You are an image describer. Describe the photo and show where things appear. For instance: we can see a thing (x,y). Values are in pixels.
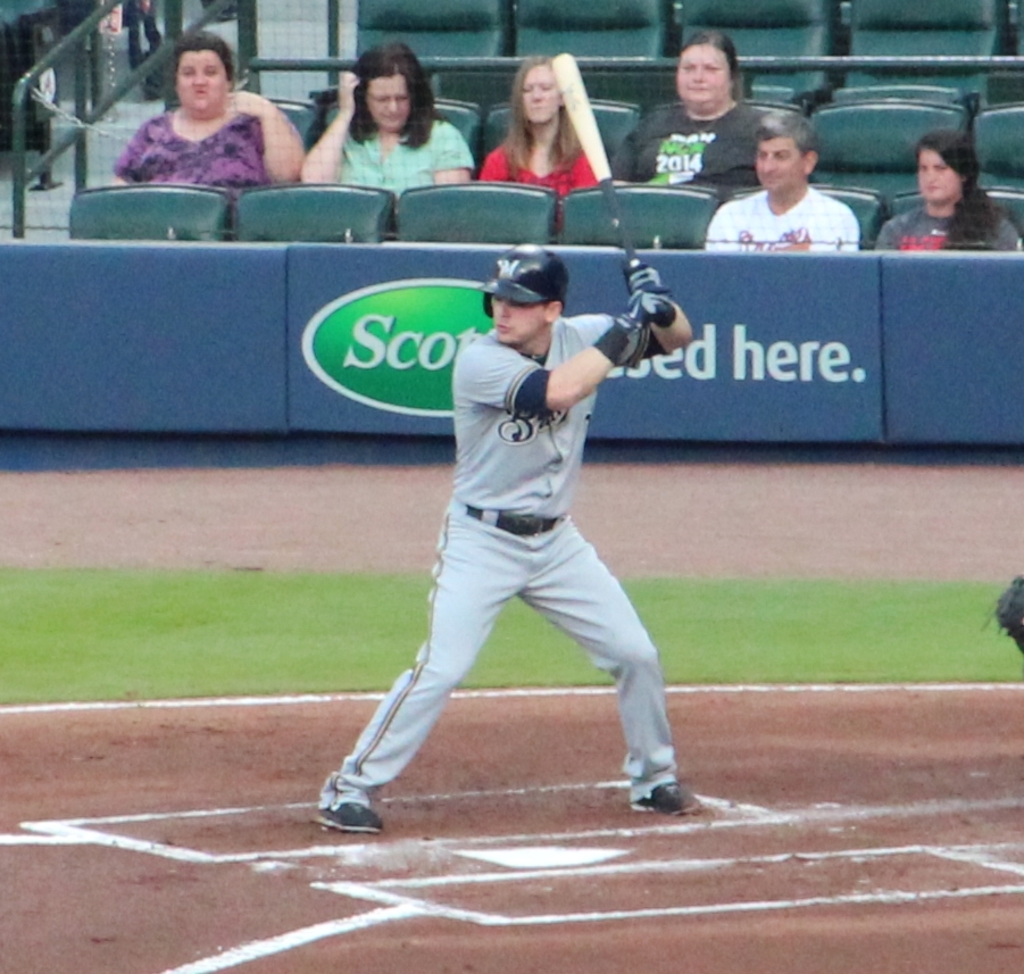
In the center of the image (571,572) we can see a sports man (527,516) standing and holding a bat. In the background (596,208) we can see bleachers (437,49) and there are people (654,175) sitting. We can see a board (680,358). On the left (152,60) there is a railing (176,14).
